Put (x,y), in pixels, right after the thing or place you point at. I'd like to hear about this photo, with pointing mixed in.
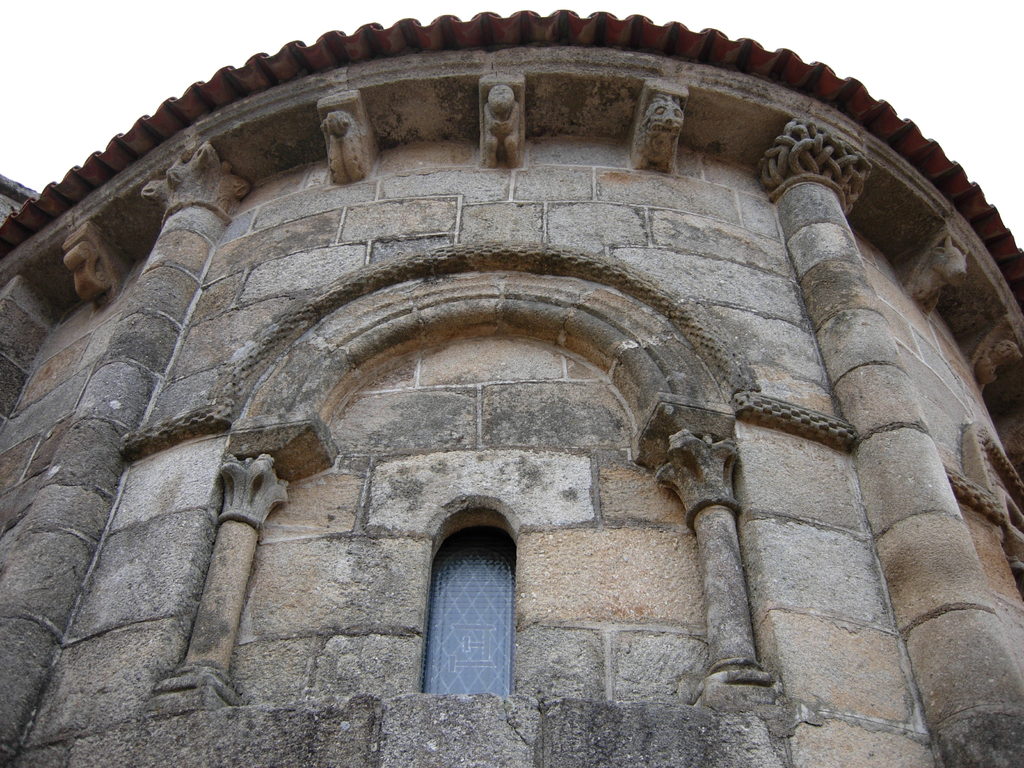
In this picture it looks like a monument (681,447) in the middle (611,310). I can see the sky (499,3) at the top (690,6).
